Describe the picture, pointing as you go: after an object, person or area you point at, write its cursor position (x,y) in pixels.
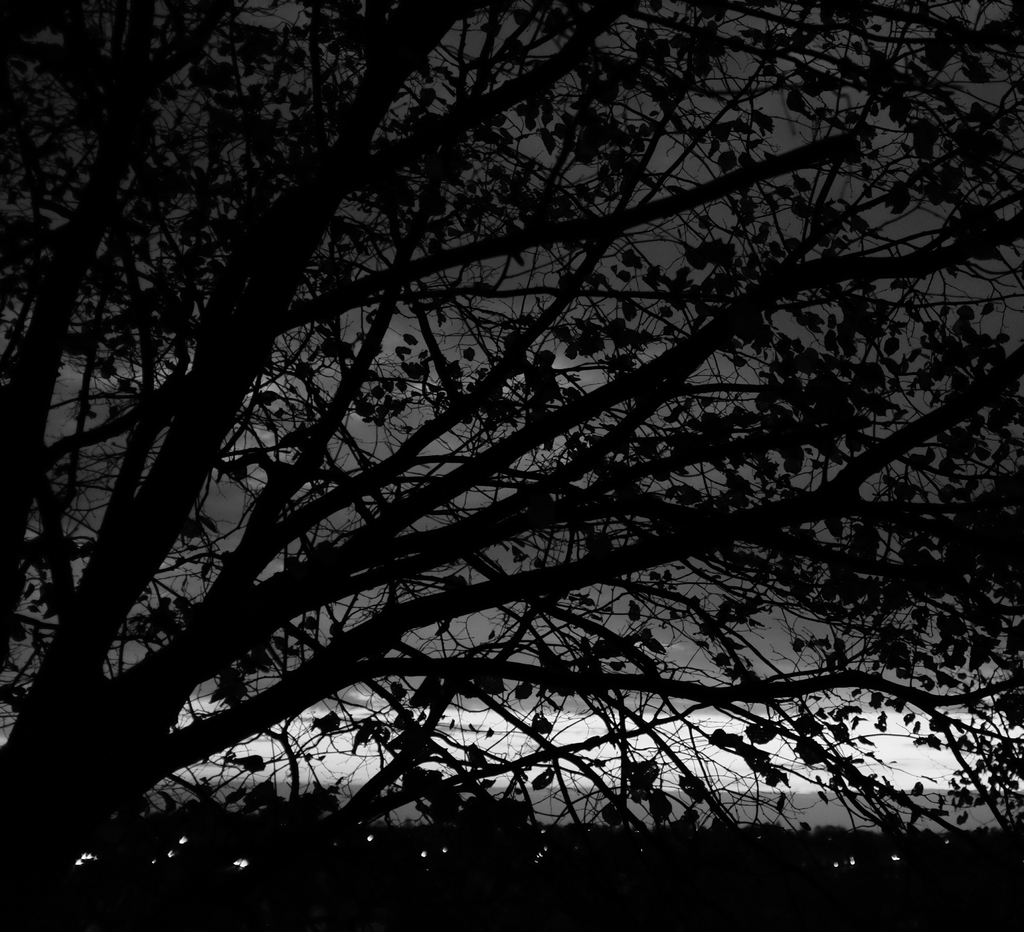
This image is taken during night time. There is a tree (258,271) in this image.
